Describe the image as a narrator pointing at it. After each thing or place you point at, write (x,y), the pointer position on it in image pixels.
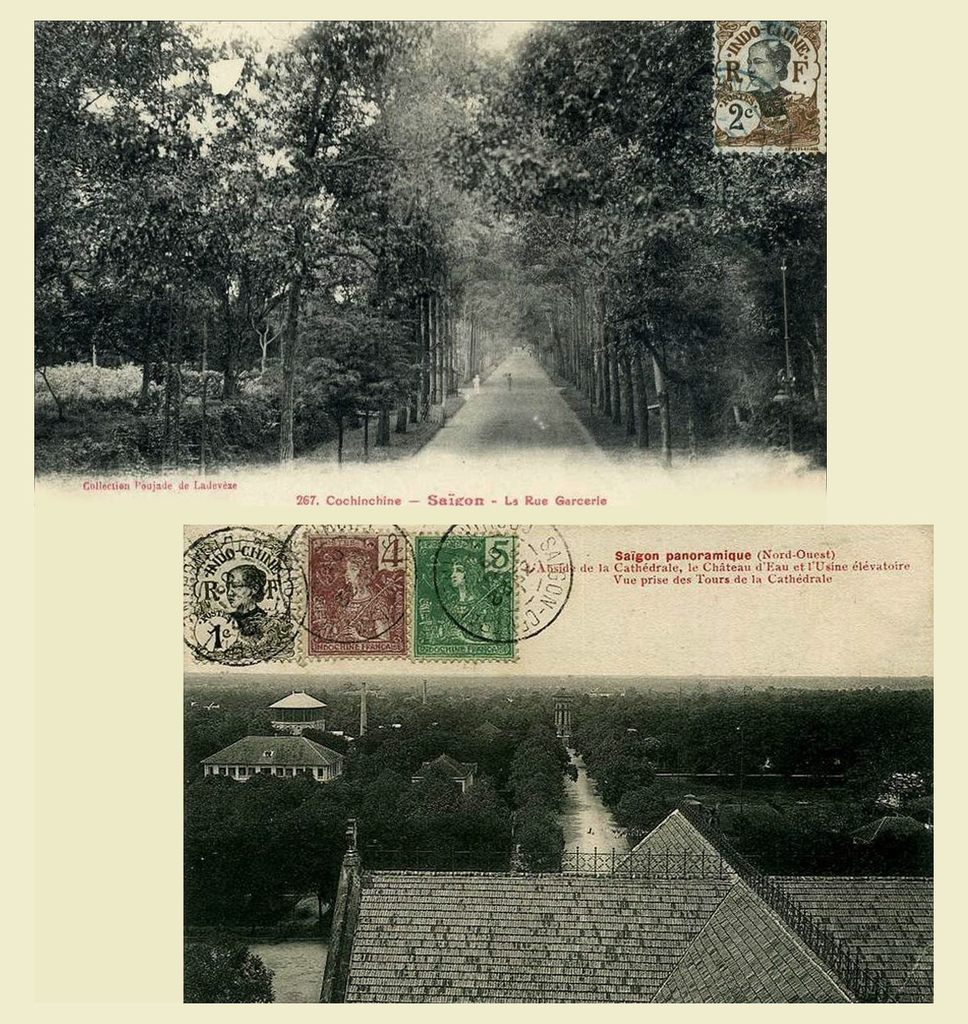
In this picture I can see two photos (692,341) with postage stamps (502,545), numbers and words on it, on the paper (28,503).
